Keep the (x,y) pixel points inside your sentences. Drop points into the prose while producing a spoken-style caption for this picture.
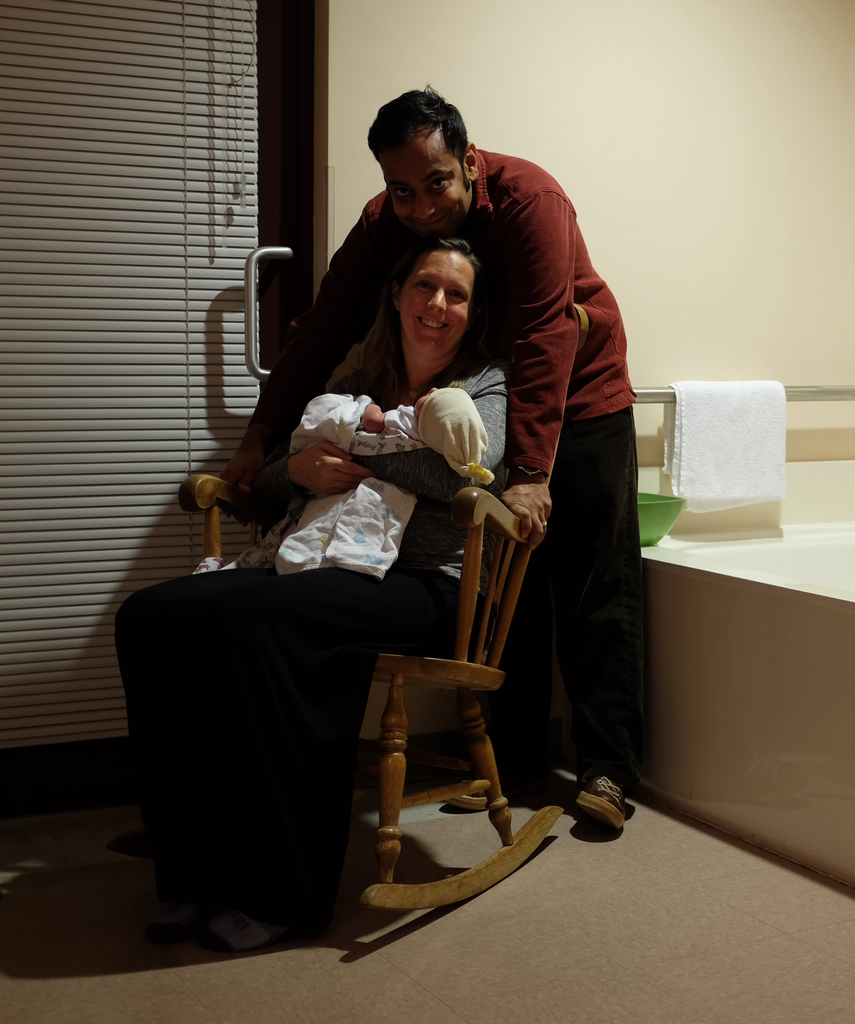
This image is clicked in a room (714,514). There are three persons (408,156) in this image. The man (502,348), woman (433,483) and baby (471,445). The woman (428,494) is sitting in a chair (478,553). The man (529,509) is standing. He is wearing a brown shirt (576,267). To the left (185,160), there is a door (141,190). In the background (737,292), there is a wall (821,382) and towel (741,450).
